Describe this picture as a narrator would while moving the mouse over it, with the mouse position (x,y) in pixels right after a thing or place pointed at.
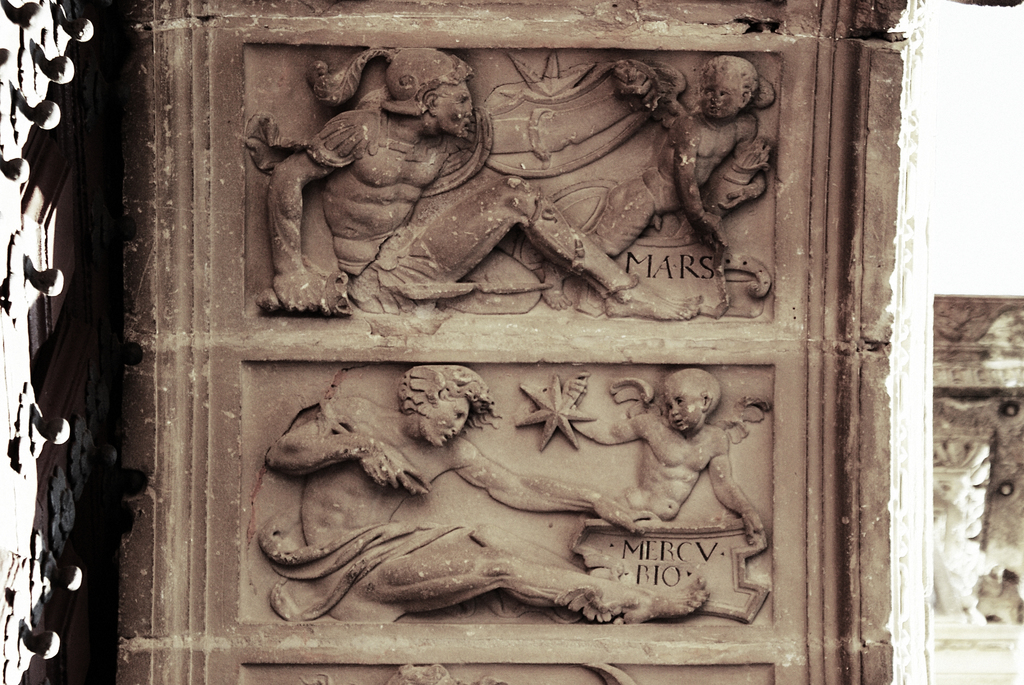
In this image we can see some sculptures (554,484) on the wall (566,474).
